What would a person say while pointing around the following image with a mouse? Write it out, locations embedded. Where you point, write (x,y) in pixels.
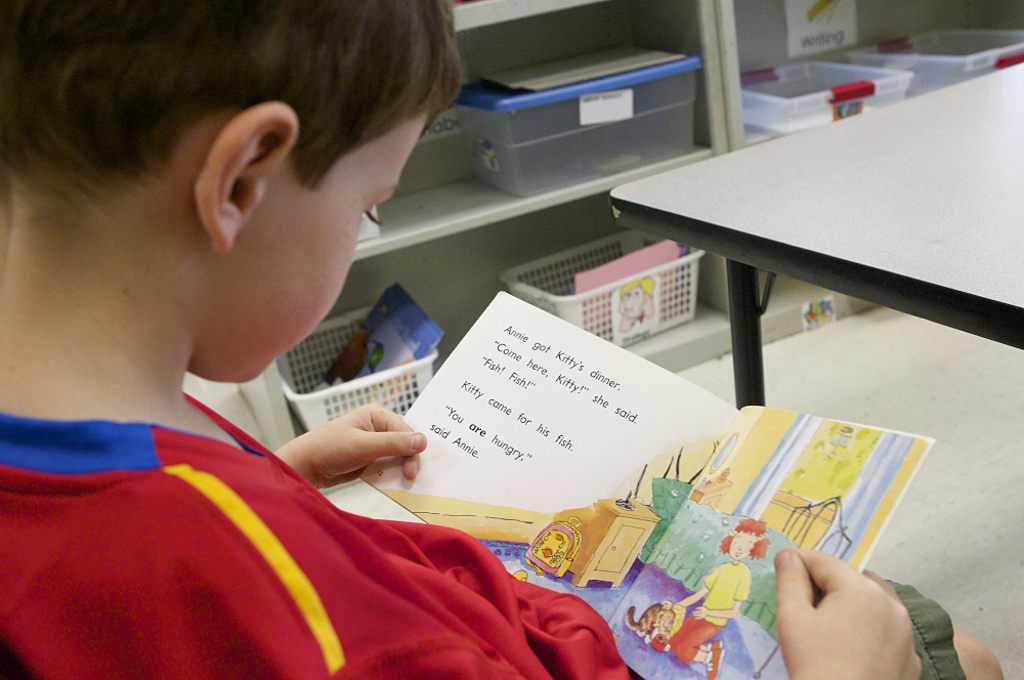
In this image we can see a child (309,446) holding a book (598,499). On the right side (899,207) there is a table (803,212). In the back (537,102) there is a rack (613,22) with boxes (572,306). There are some items (360,348) in the boxes (535,295).
